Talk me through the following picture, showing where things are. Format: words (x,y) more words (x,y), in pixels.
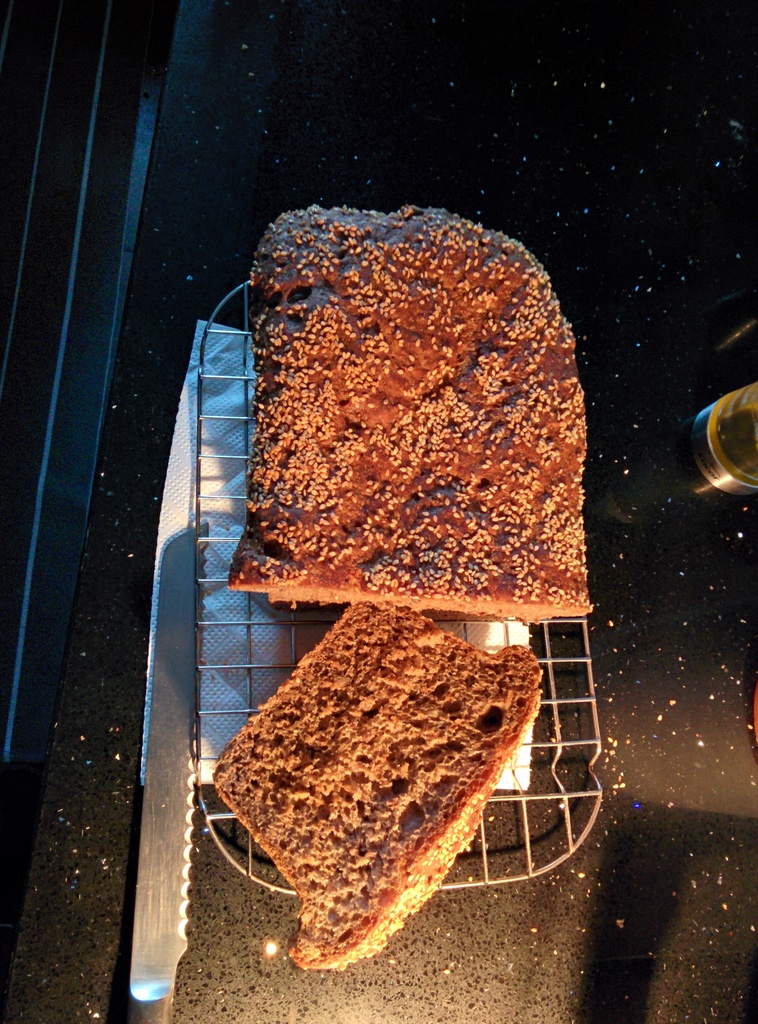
In this image there is a table (595,540) and we can see a bread (389,511), napkin (229,492), knife (176,767), tray (528,828) and an object (728,465) placed on the table (717,570).
